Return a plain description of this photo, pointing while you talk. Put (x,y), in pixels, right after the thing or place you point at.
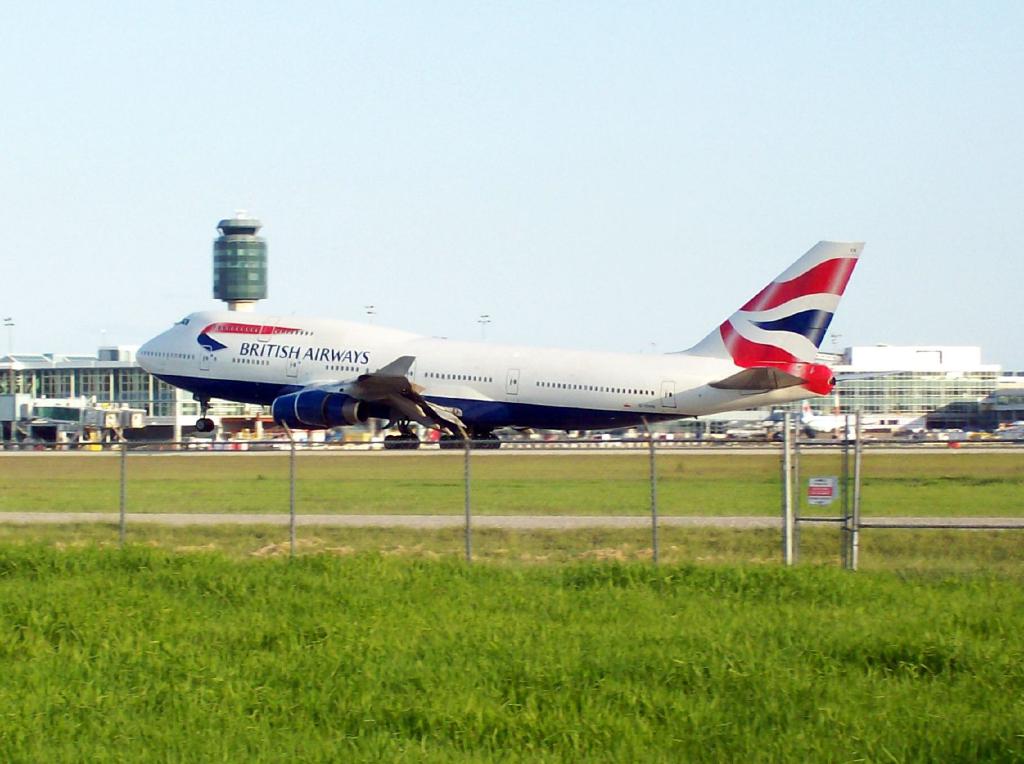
In the center of the image (406,356) we can see an aeroplane (511,360). At the bottom (399,683) there is grass (382,544) and a fence (432,543). In the background (64,368) there are buildings (64,368) and sky (423,226).
